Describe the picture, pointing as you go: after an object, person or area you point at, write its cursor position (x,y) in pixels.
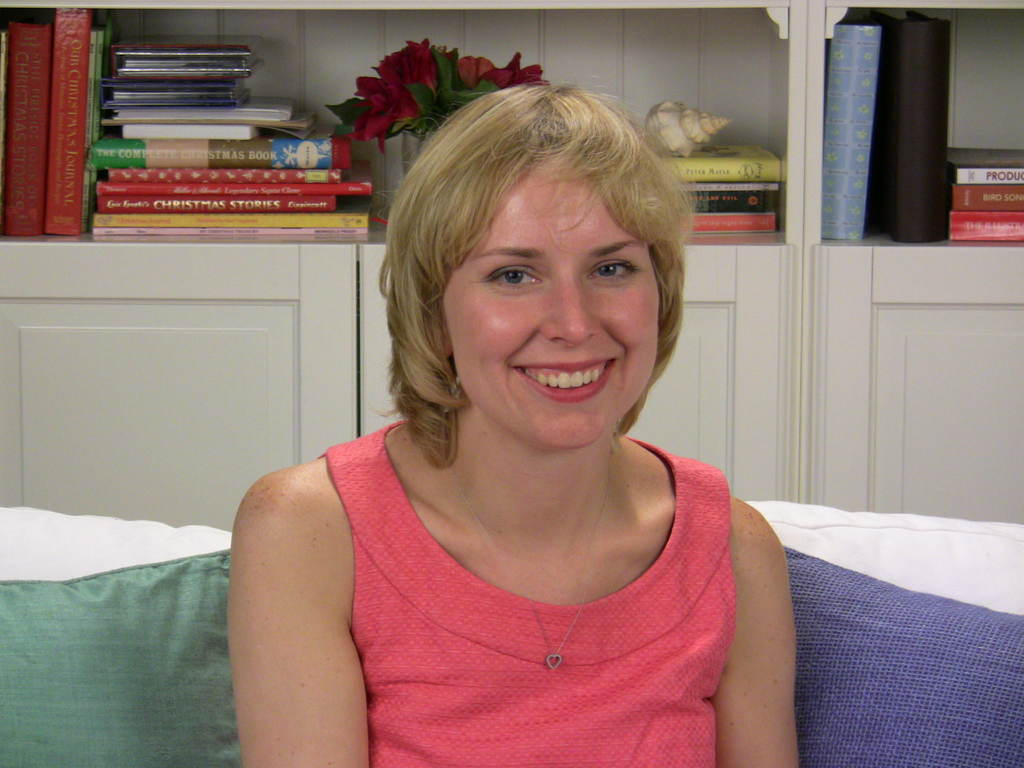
In this picture there is a lady (524,280), who is sitting on a sofa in the center of the image (638,486) and there are cupboards (980,241), books (70,166), and flowers vase (432,72) in the background area of the image (170,246).
